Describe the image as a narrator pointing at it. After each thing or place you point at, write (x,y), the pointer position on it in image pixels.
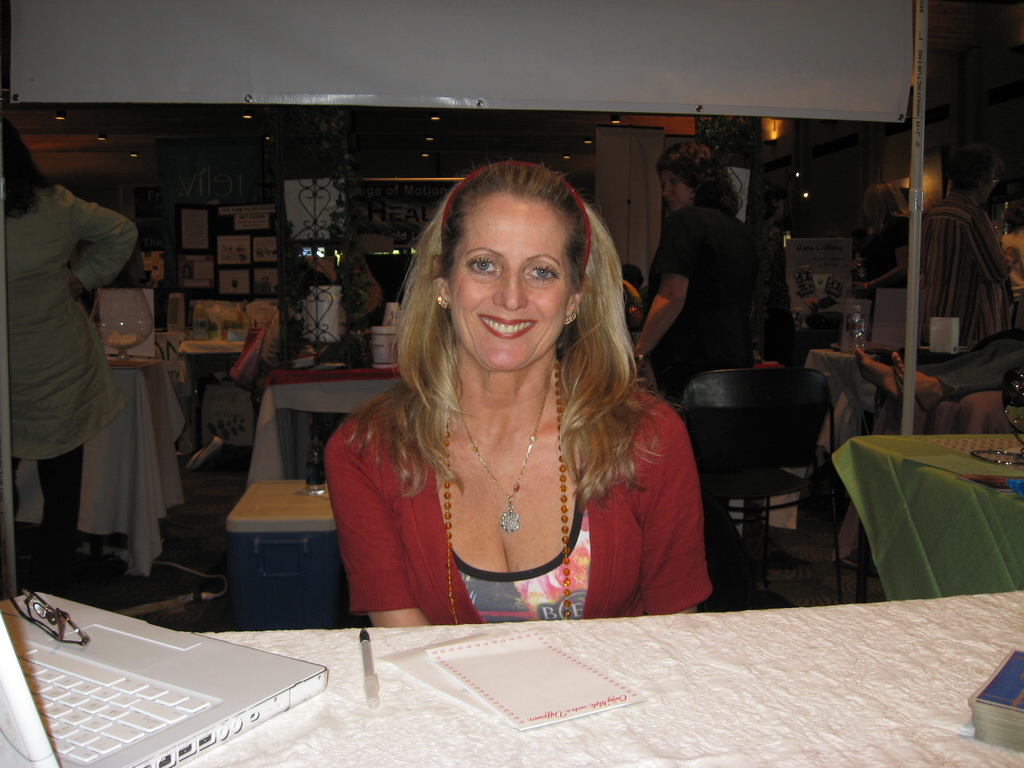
In this image I can see the person (496,377) sitting in front of the table (635,663). On the table (289,754) there is a laptop (110,727), specs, pen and the paper (583,683). In the background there are group of people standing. At the back (203,252) there are boards (179,245) attached to the wall (403,167).
